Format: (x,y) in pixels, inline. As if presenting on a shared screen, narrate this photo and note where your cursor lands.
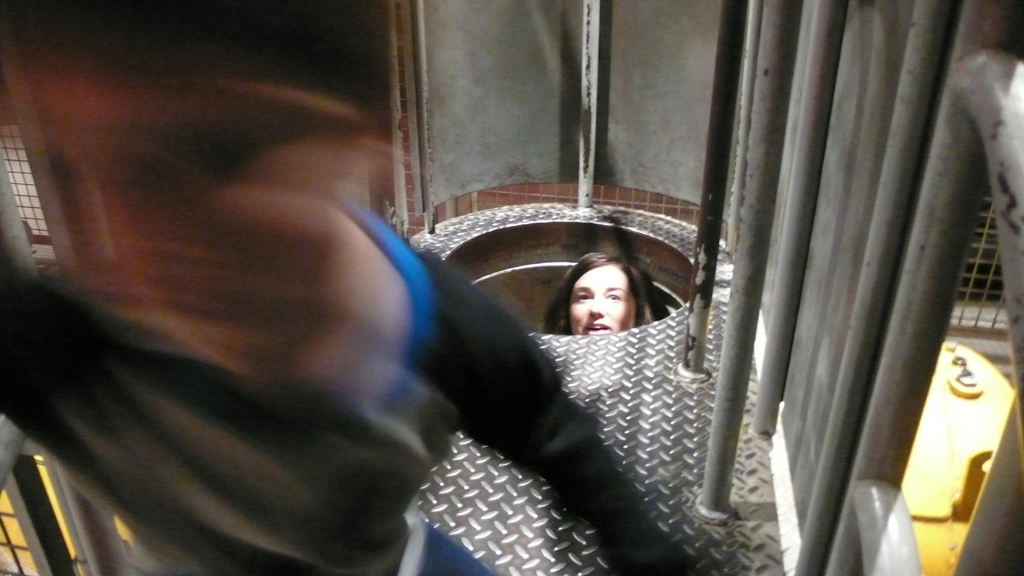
In this picture, we can see two persons (192,283), and among them we can see blurred person (261,298), we can see the ground (651,412), poles (731,283), wall (813,488), metallic fence (976,312), and we can see some object (930,402) in the bottom right side of the picture (953,427).
